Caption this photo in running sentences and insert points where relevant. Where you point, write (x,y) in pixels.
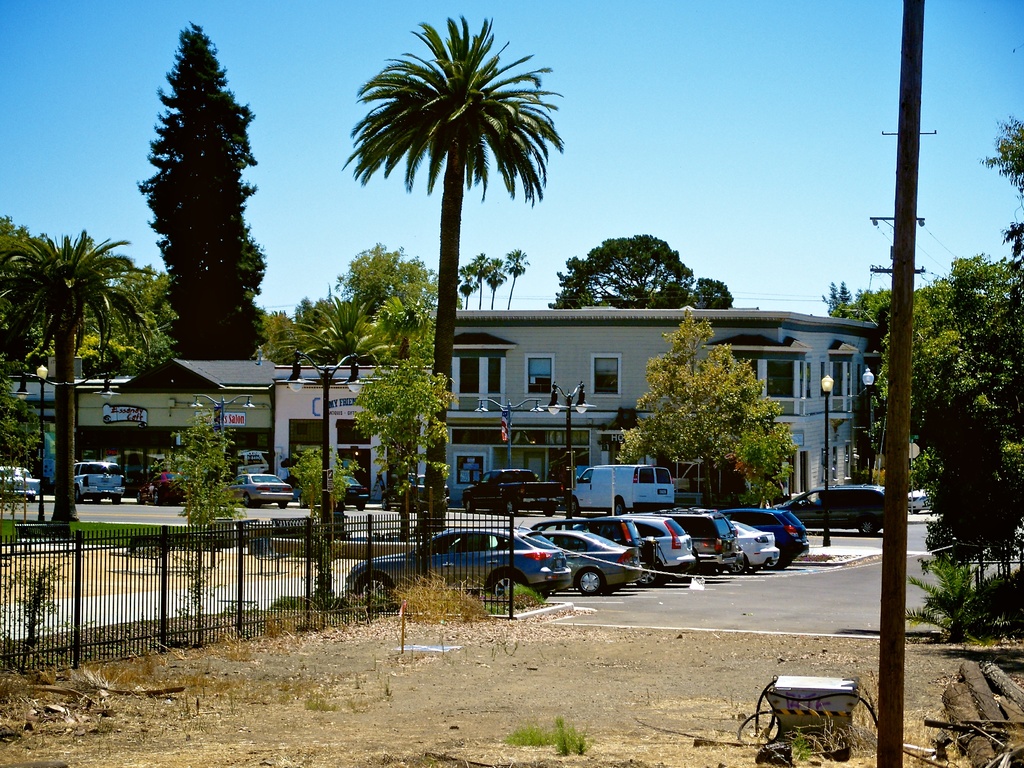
In this picture, we can see a few vehicles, ground (173,713) with dry plants (193,710), grass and we can see some objects (962,725) at bottom right corner (783,714), fencing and we can see the road (879,616), a few buildings (666,331) with posters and windows (844,371) and we can see some poles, lights (103,382) and the sky (654,107).
